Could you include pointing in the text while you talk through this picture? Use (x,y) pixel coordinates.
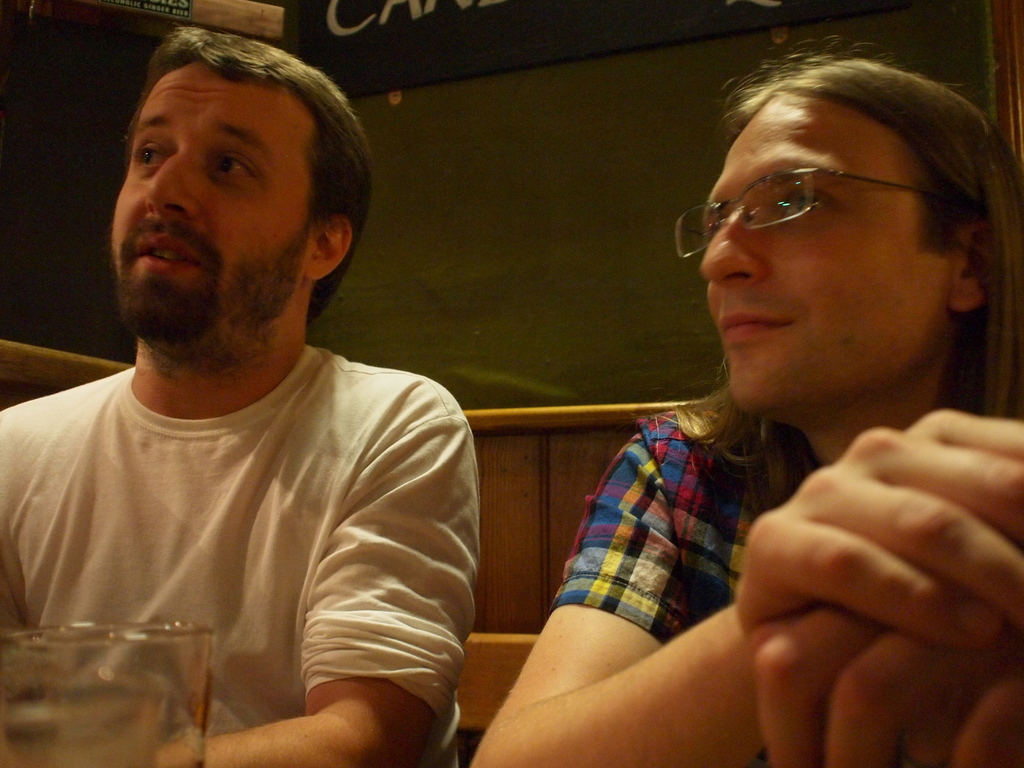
In this image, we can see two people (777,491) sitting. We can also see a glass (207,632). In the background (619,321), we can see the wall (520,380) with a poster (386,28) and some text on it. We can also see some wood (145,21) with text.
